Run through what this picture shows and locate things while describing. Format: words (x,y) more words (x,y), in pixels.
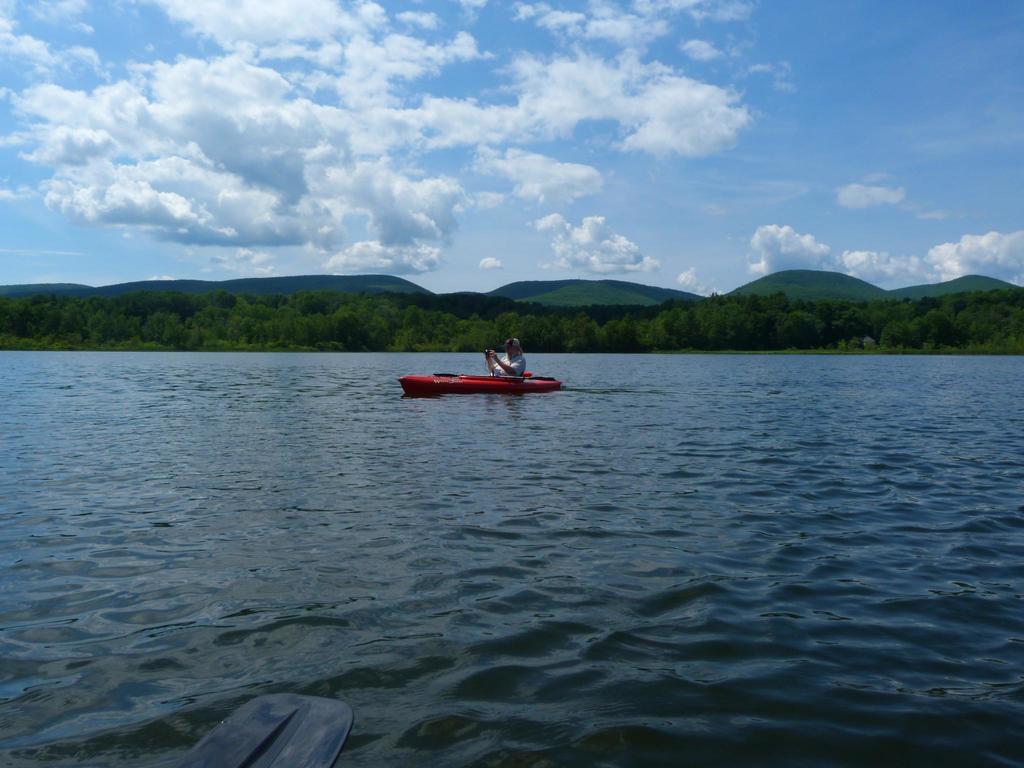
In the image in the center (544,383) we can see one red color boat (466,377) on the water (432,359). In the boat (495,377), we can see one person (508,361) sitting and holding some object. In the background (448,86) we can see the sky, clouds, trees (274,315), grass (852,350), water (314,408) and hills (515,292).
